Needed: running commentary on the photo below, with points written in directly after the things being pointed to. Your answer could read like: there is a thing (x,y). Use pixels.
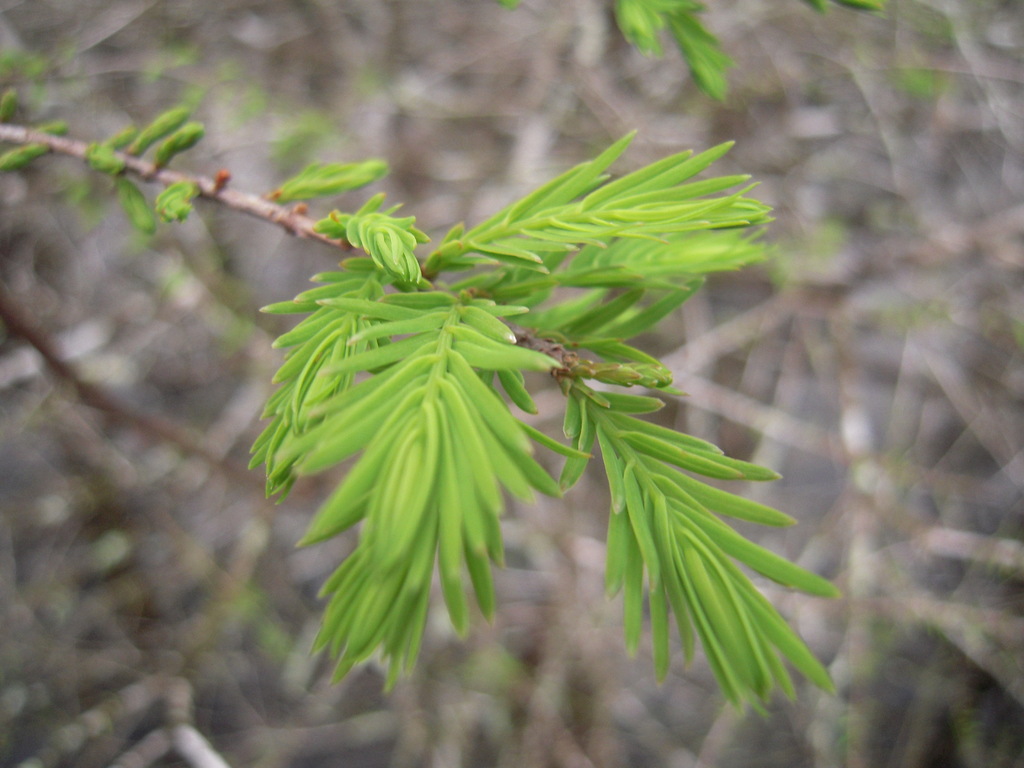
In this picture we can see leaves (522,272) and branch (248,207). In the background of the image (889,193) it is blurry.
